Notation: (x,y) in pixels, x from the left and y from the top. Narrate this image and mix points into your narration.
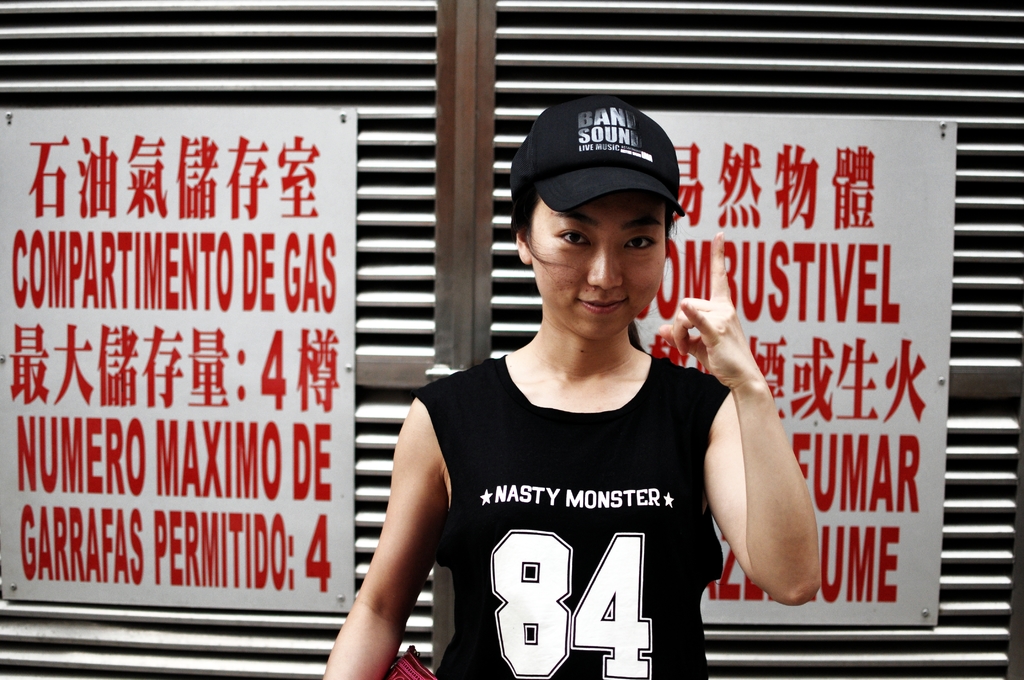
Here I can see a woman (615,327) wearing a black color t-shirt (540,455), cap (544,148) on the head (612,271), smiling and giving pose for the picture. In the background (831,144) there are two posters (892,353) attached to a window (519,70). On the posters (867,486), I can see the text (120,379) in red color.
